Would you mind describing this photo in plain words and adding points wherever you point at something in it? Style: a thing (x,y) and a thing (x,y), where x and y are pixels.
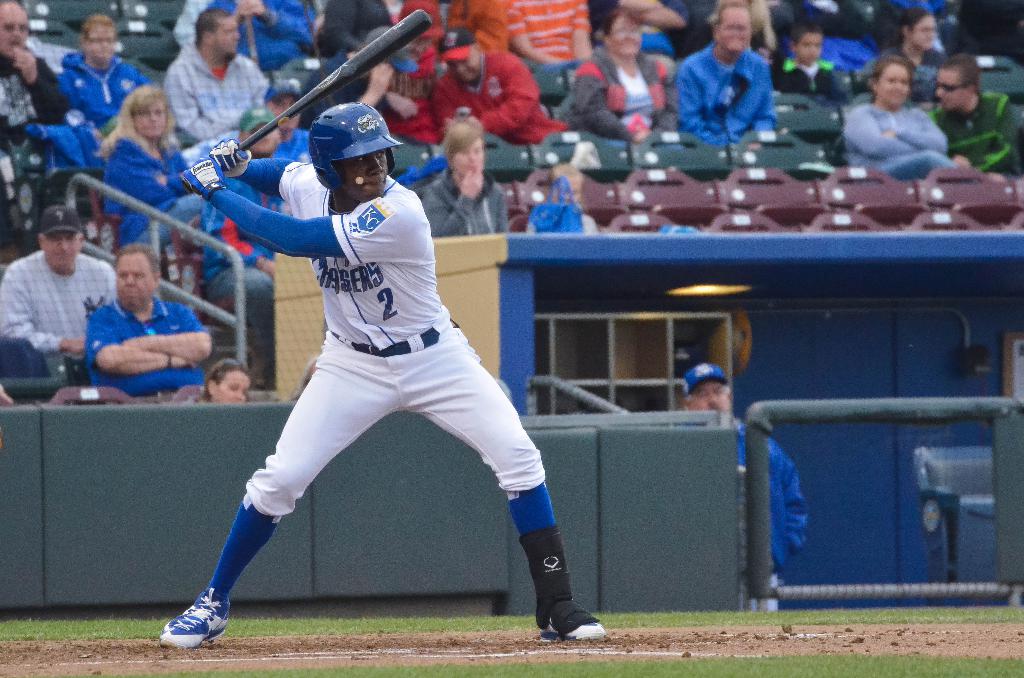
In this picture I can see there is a man (543,524) standing and he is wearing a white jersey (346,287) and a white pant (515,448). He is holding a baseball bat (319,96) and there are few people (155,173) sitting in the backdrop (155,173) and there is a fence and there are few empty chairs (810,99).
